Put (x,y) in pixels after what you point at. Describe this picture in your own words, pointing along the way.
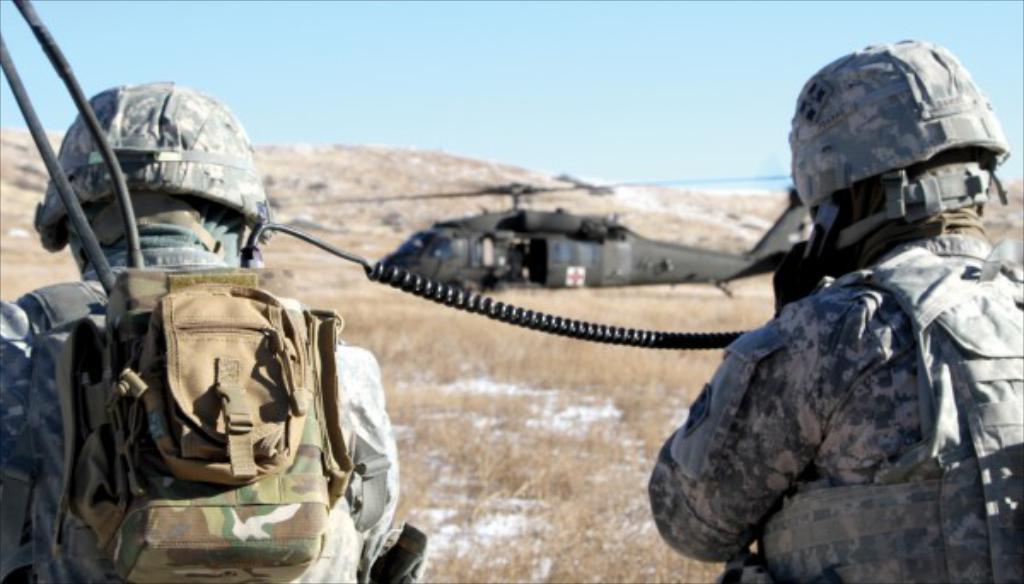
In this image we can see some persons (896,321), bag (274,482) and other objects (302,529). In the background of the image (490,261) there is a helicopter (579,246), hill (424,227) and other objects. At the top of the image (470,84) there is the sky (473,110).
